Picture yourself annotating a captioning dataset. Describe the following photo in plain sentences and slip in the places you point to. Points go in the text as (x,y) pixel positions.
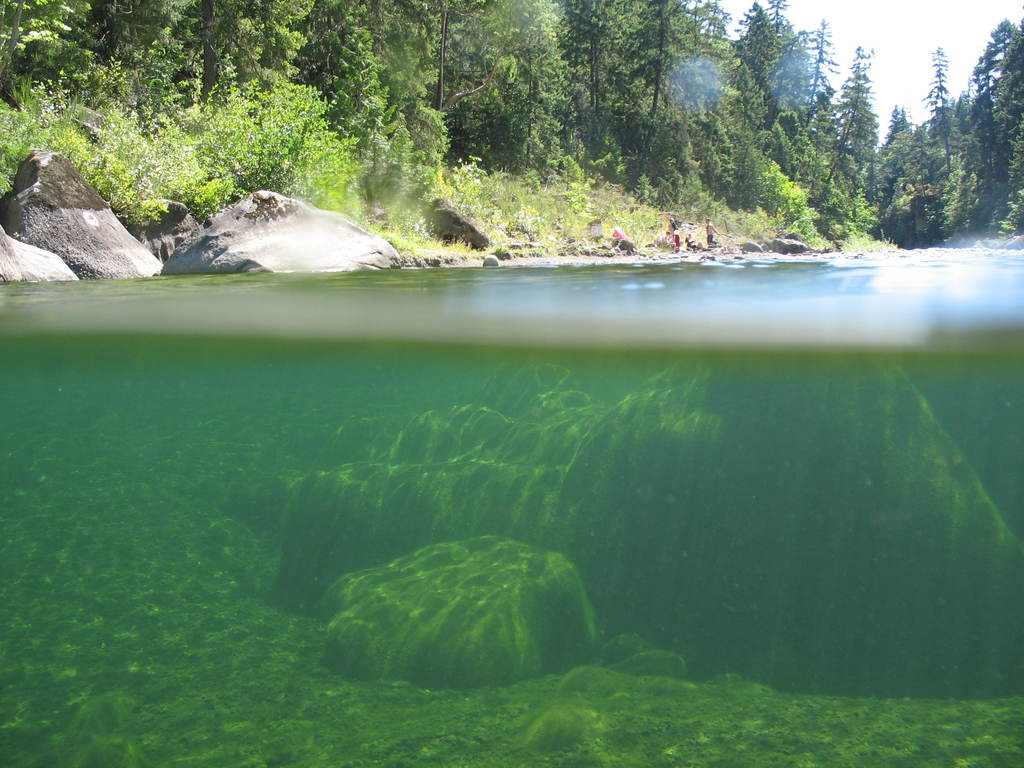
This image is taken outdoors. At the bottom of the image (520,593) there is a lake (315,404) with water (464,541) and there are a few rocks (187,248) in the water (450,522). In the background (827,245) there are many trees (655,199) and plants (810,199) and there are a few rocks (285,242) and stones (609,247).
